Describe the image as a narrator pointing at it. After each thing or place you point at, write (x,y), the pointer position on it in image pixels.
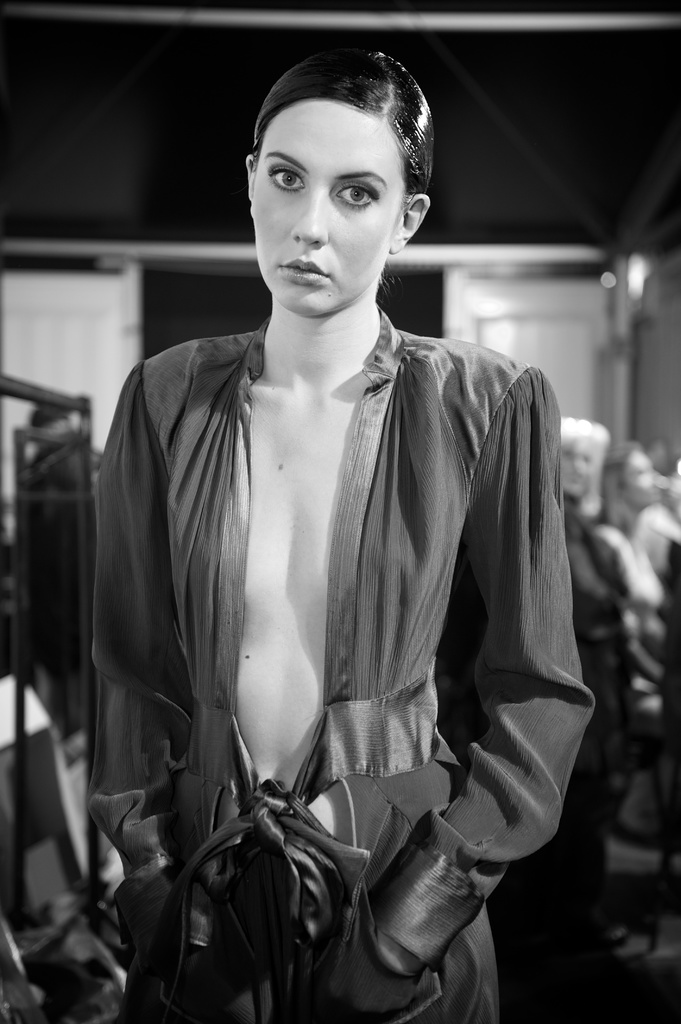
In this picture I can see there is a woman (543,707) standing and there are few other people (620,552) in the backdrop (582,551), this is a black and white image.
